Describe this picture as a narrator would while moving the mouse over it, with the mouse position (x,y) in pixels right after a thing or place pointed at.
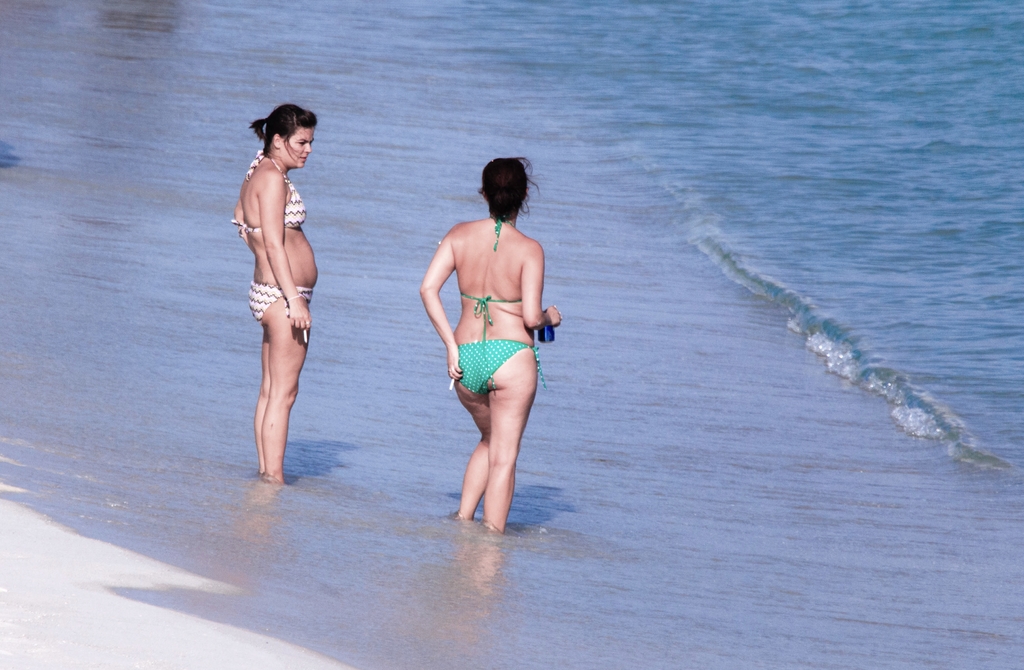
In this image, we can see two persons (470,274) wearing clothes (253,230) and standing in the beach (572,413).
